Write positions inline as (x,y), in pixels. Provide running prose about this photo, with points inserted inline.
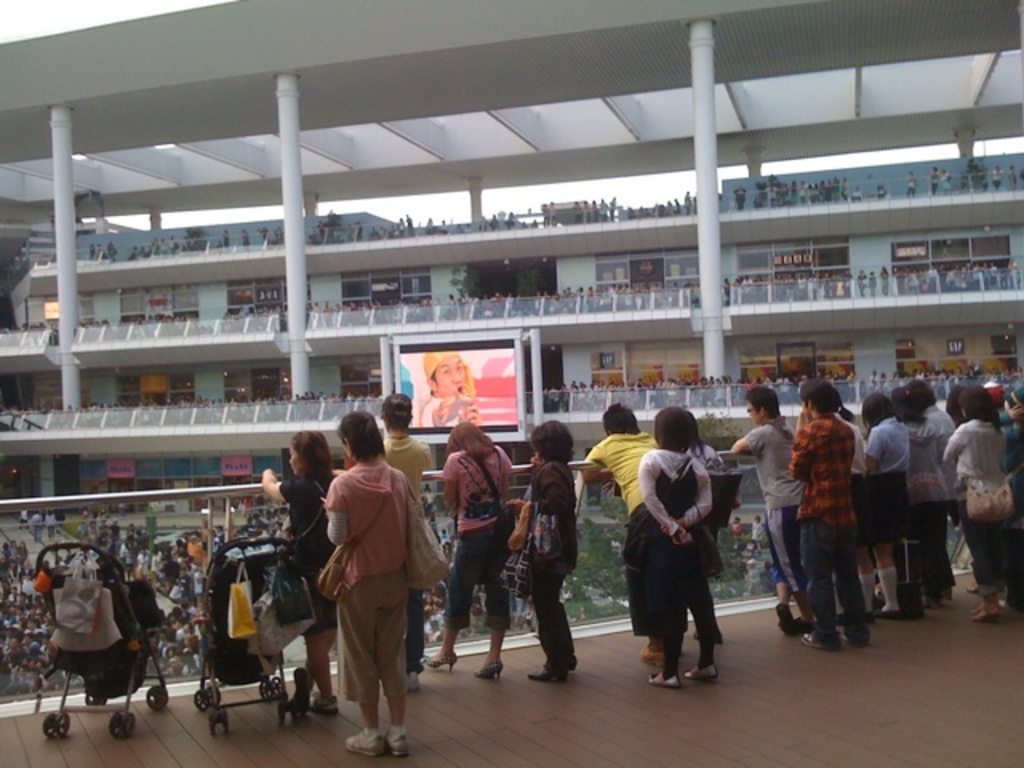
In this picture there is a woman (378,499) who is wearing pink t-shirt (388,513), short (382,591) and shoe (404,739), beside her we can see the trolley (135,671) and some bags (263,616) are hanging on it. On the right (830,399) we can see many peoples (676,484) were standing near to the pipe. In the background (336,232) we can see building (380,296), pillars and many peoples (820,286) are standing. In the center of the mall (505,335) there is a screen (516,382). At the top (675,176) there is a sky (643,177).
